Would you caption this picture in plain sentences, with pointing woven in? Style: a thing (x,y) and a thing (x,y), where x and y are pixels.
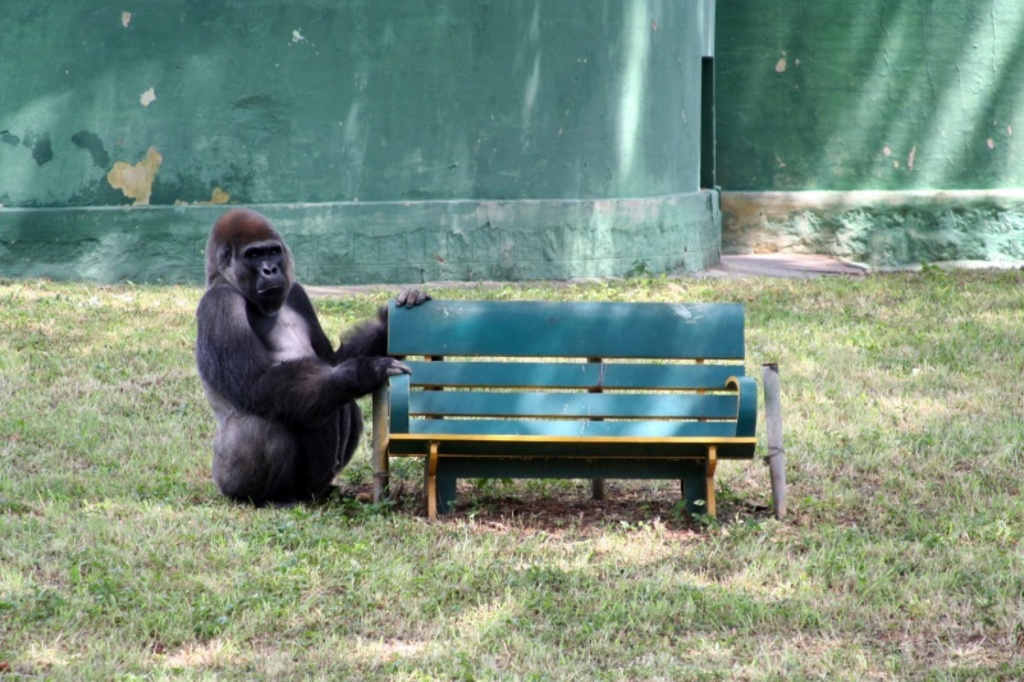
In this image, we can see gorilla (302,403) is sat near the bench (597,447). At the bottom (595,630), we can see grass (910,457). And background (814,147) we can see green color wall (454,124).
